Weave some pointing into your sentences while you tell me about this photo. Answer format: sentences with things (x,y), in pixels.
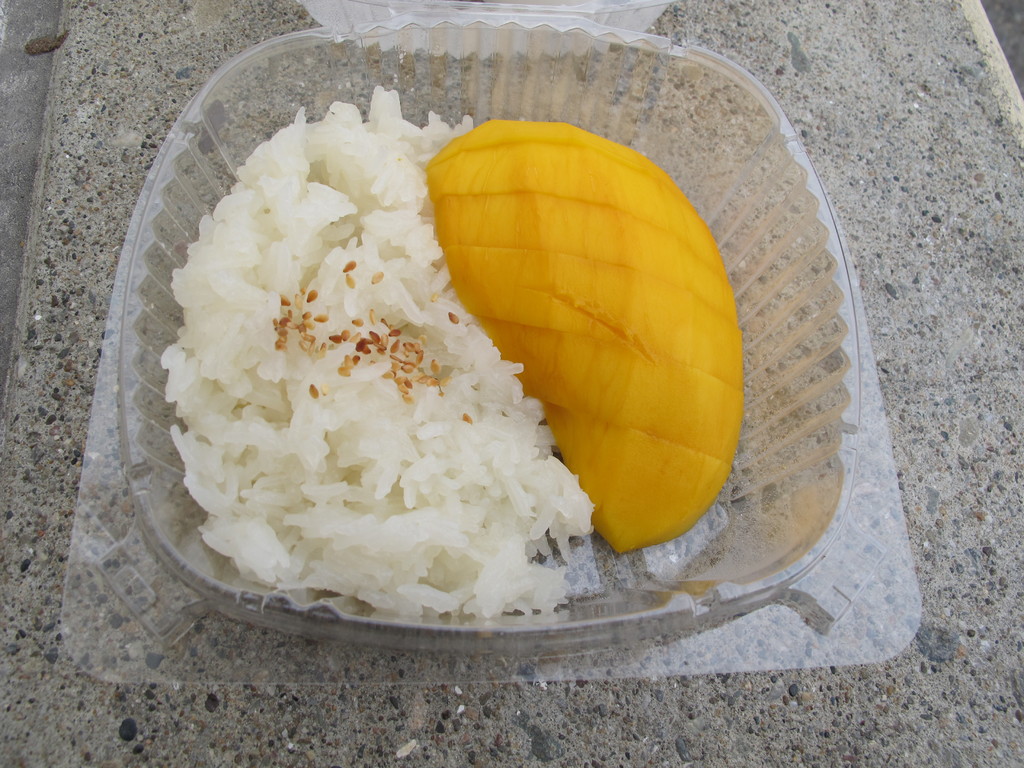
On this platform (2,555) there is a box (555,555) with food (421,393).
